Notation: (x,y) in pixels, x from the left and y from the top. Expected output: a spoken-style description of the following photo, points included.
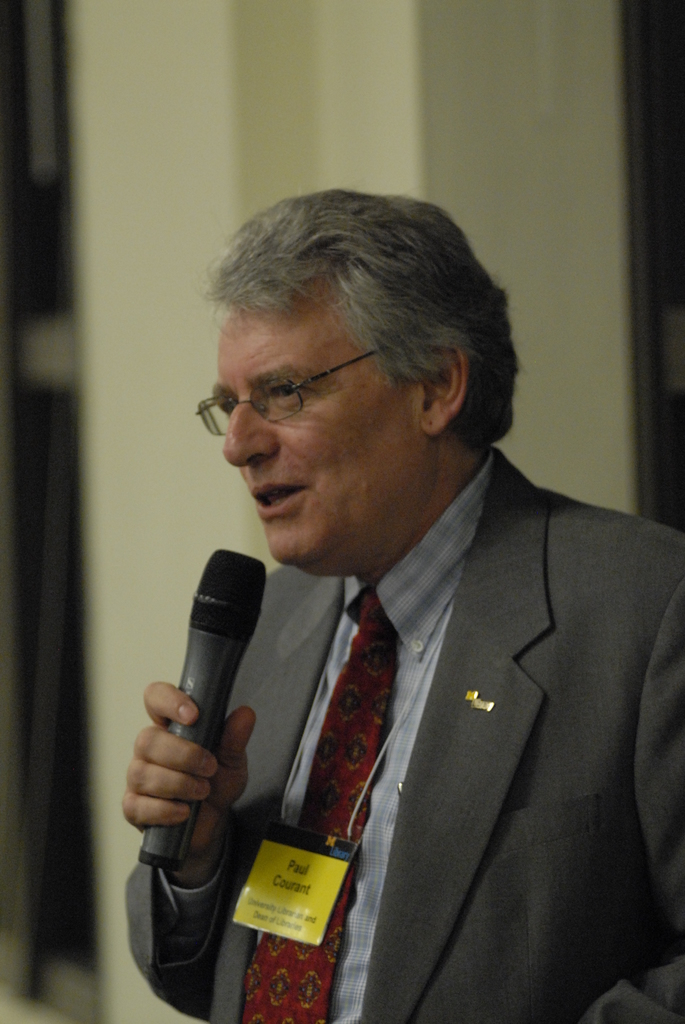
in the picture person (371,577) is holding a microphone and speaking.
